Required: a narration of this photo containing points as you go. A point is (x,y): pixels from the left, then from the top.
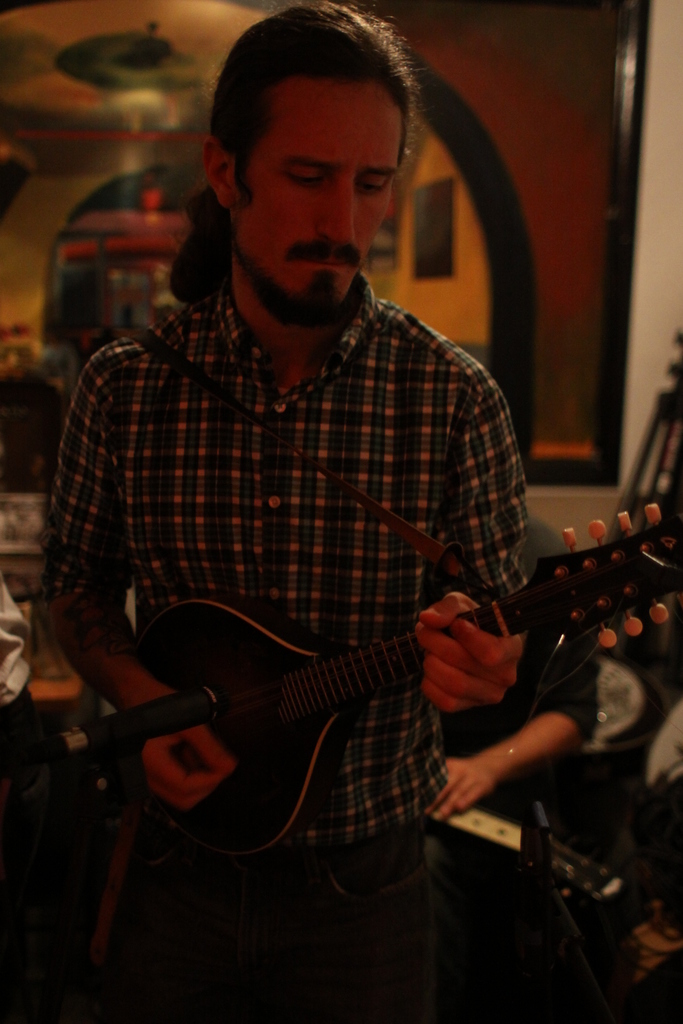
In this picture we can see a man (256,476) holding mandolin (229,743) in his hand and playing it and at back of him we can see other person (520,743) sitting and in the background (97,184) we can see wall (98,296), stand (638,478).
